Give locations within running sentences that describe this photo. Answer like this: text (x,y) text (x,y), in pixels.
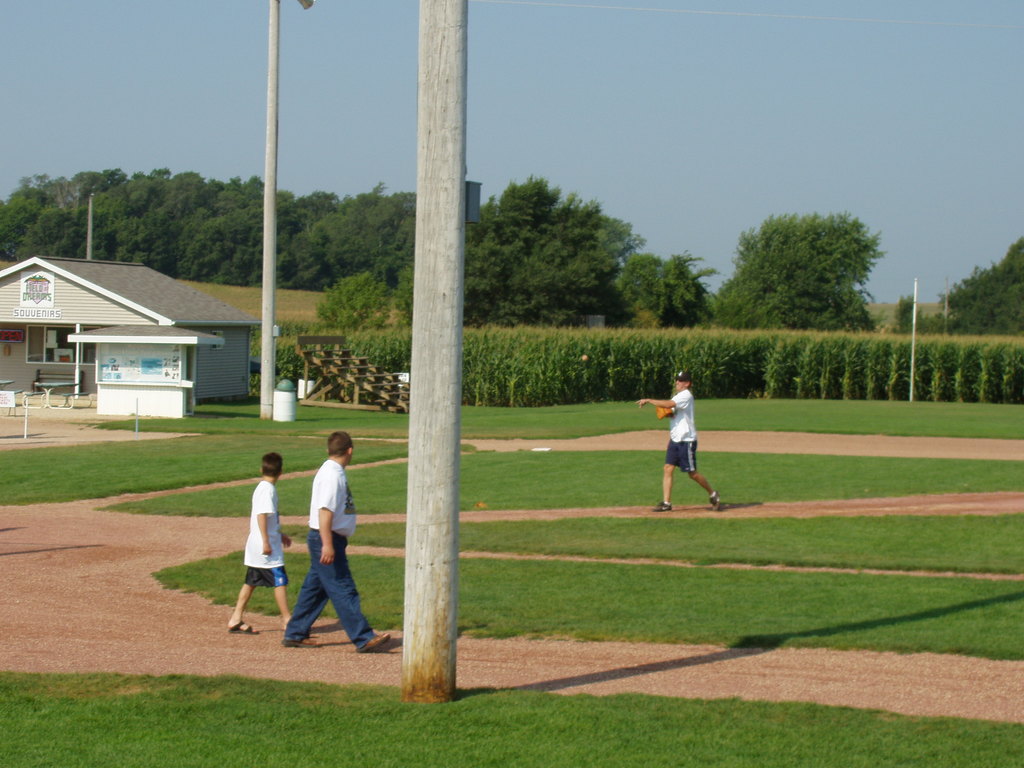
In this image we can see people (344,521) walking on the ground (394,504), poles (440,178), building (109,293), agricultural farm (833,340), trees (651,269) and sky (706,123).
